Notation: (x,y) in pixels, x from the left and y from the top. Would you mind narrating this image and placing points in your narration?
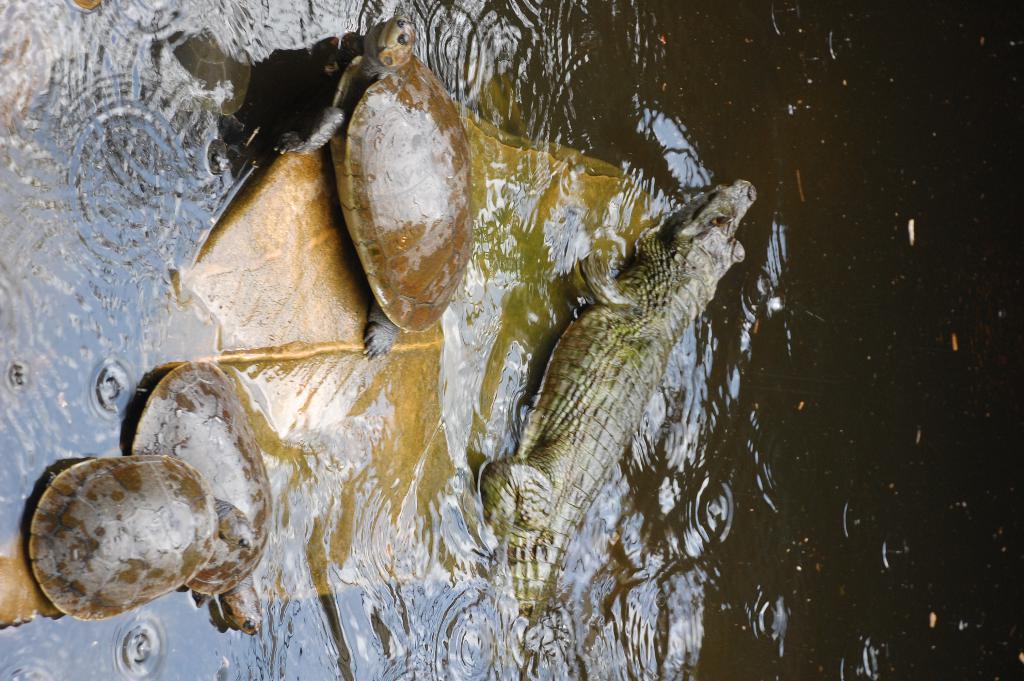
In this image I can see water (572,218) and in it I can see a stone (511,226). On the stone (369,498) I can see few turtles (129,518) and a crocodile (633,284).
